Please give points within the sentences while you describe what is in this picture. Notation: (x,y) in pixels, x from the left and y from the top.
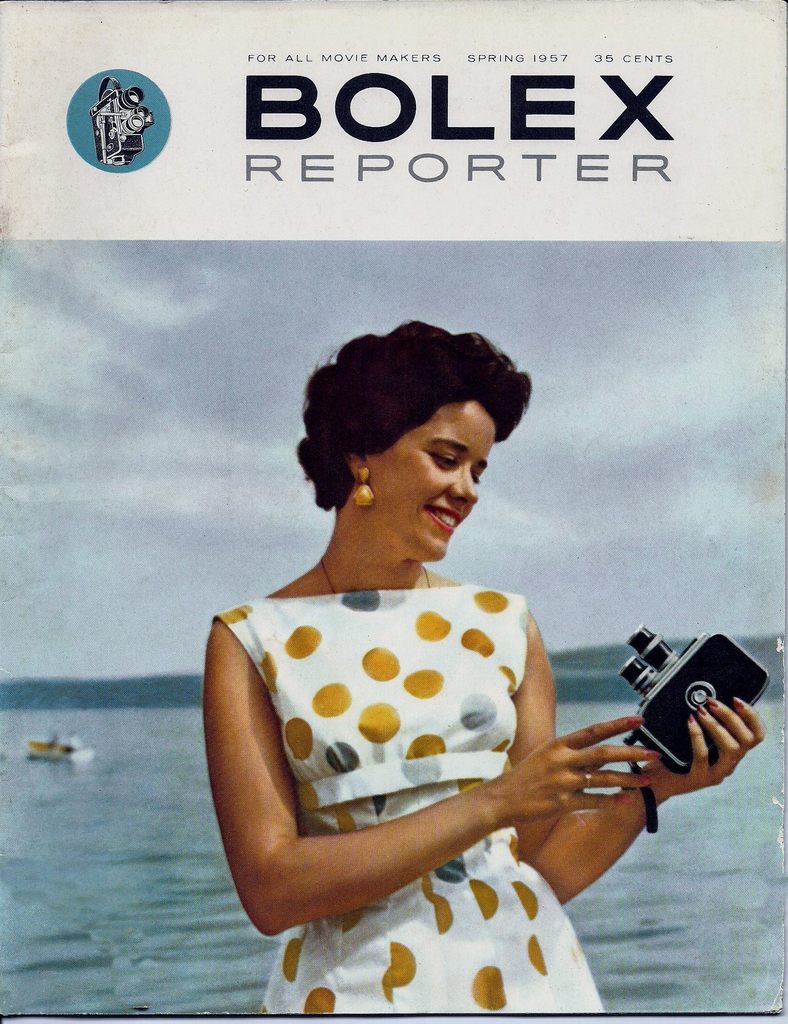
In this image we can see a poster (269,713). In this image we can see some pictures (475,661) and text (445,57).
